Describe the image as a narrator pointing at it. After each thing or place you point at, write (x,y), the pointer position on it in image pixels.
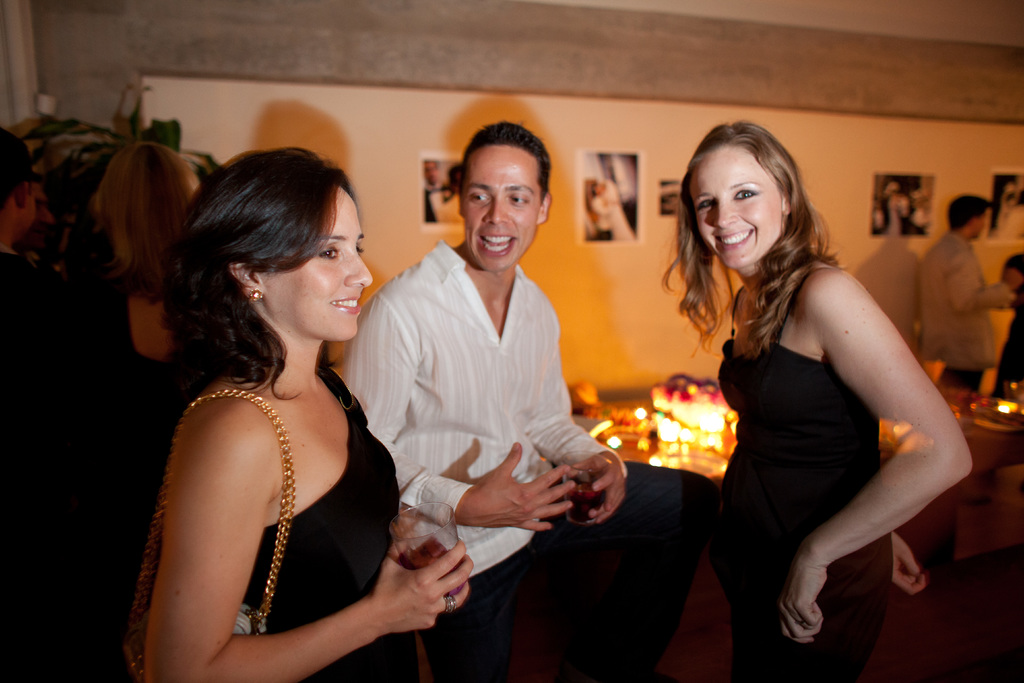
In this image, I can see two women (809,527) standing and the man (600,535) sitting. They are smiling. In the background (703,403), I can see the lighting's (690,430). I can see few people (953,309) standing. These are the photo frames (660,200), which are attached to the wall (383,183).
